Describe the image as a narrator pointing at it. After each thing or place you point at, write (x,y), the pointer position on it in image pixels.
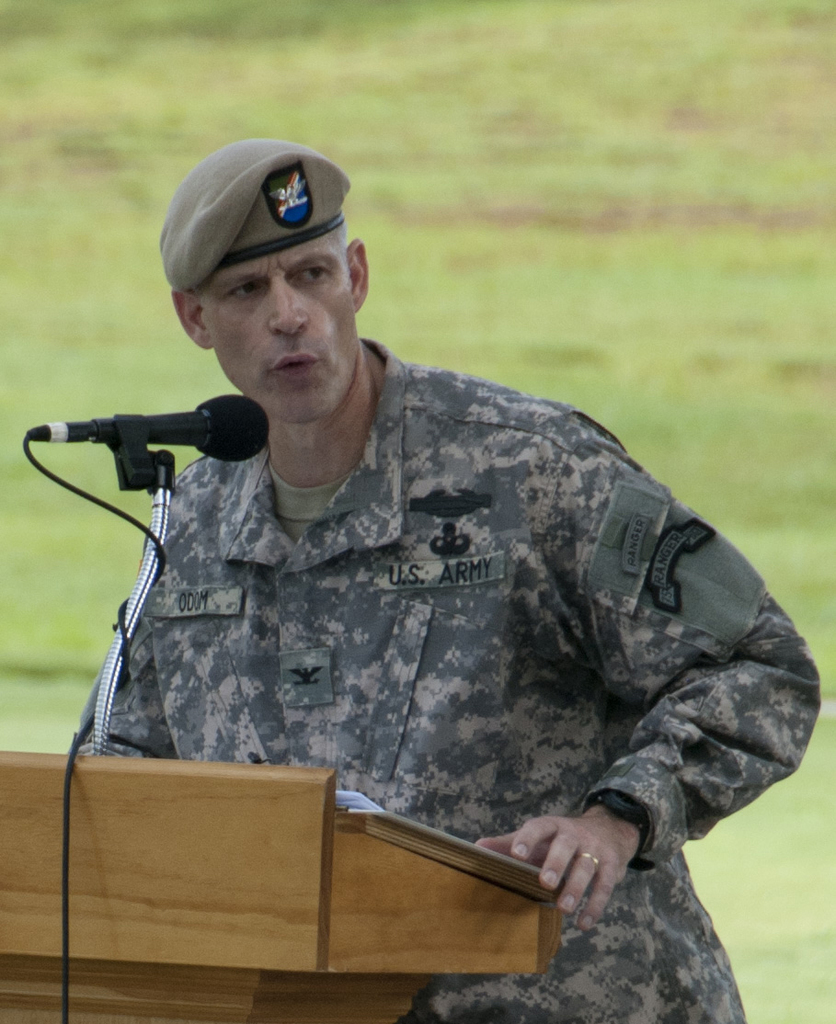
In this image we can see a man (351,587), podium (79,980), and a mike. There is a green color background (16,268).
